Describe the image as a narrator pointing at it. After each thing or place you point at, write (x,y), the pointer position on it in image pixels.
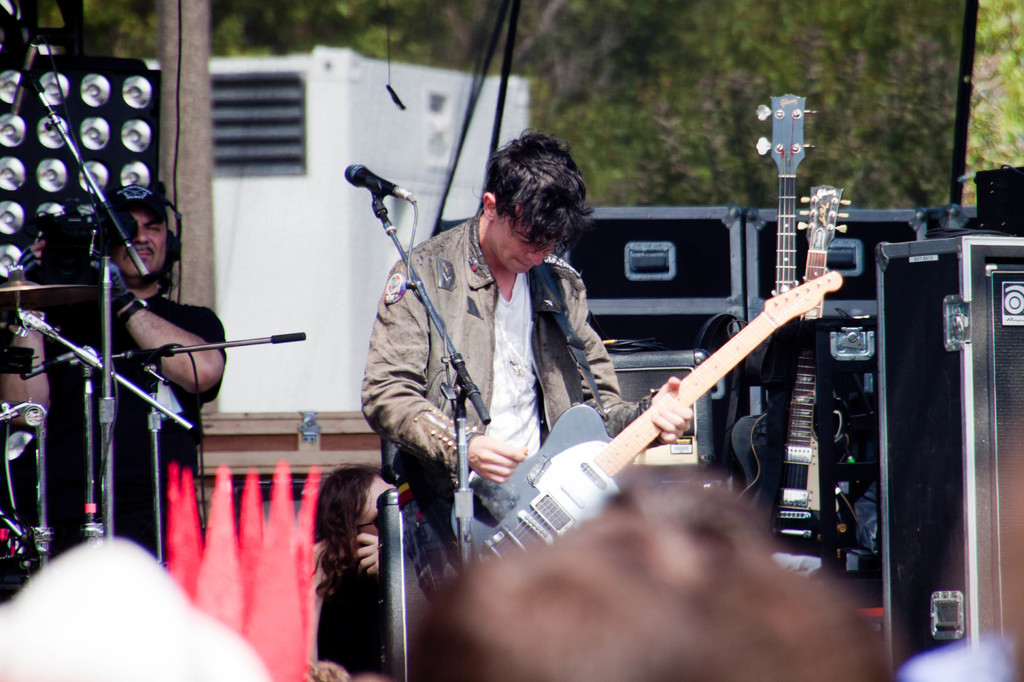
In this picture i could see a person (451,452) holding a guitar (556,451) in his hands (510,465) standing in front of mic (381,194). In the right side (707,396) there are many speakers (894,357) and boxes (899,456) and in to the left (135,302) a person (115,285) holding a video camera (106,252) and taking a videos. In the bottom of the picture (597,623) a person's head (625,583) can be seen and in the background (663,123) trees (693,80) can be seen.
